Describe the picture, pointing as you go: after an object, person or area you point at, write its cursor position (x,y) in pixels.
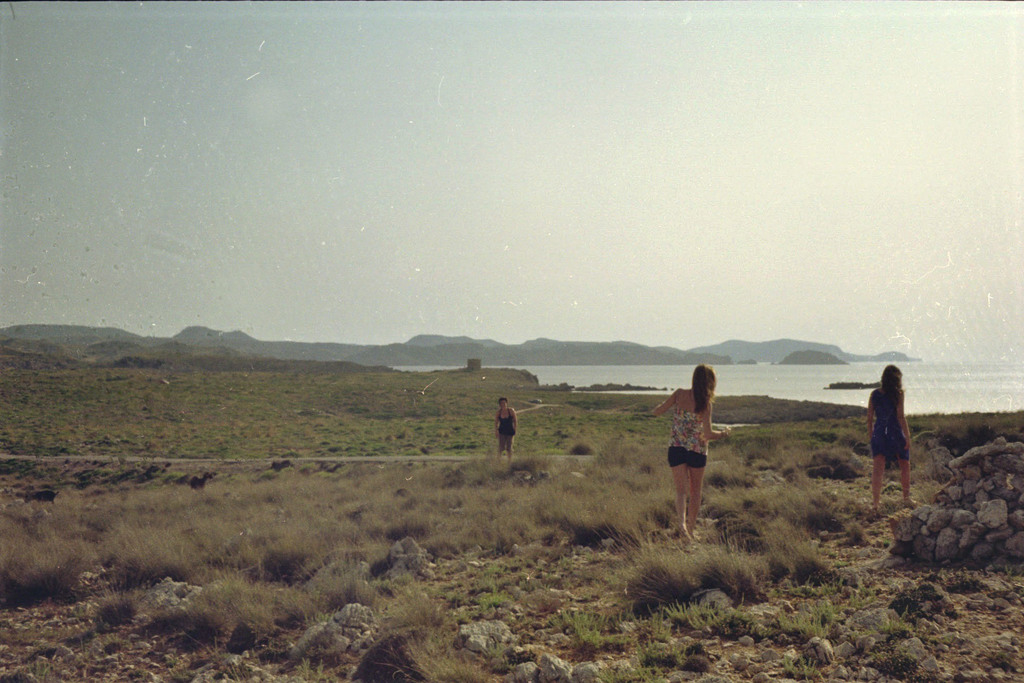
At the bottom of the image (389,609) there is grass (432,615) and stones (182,586). There are three ladies (726,436) in the image. In the background of the image (527,341) there are mountains (815,360), sky (822,335), water (817,376).
